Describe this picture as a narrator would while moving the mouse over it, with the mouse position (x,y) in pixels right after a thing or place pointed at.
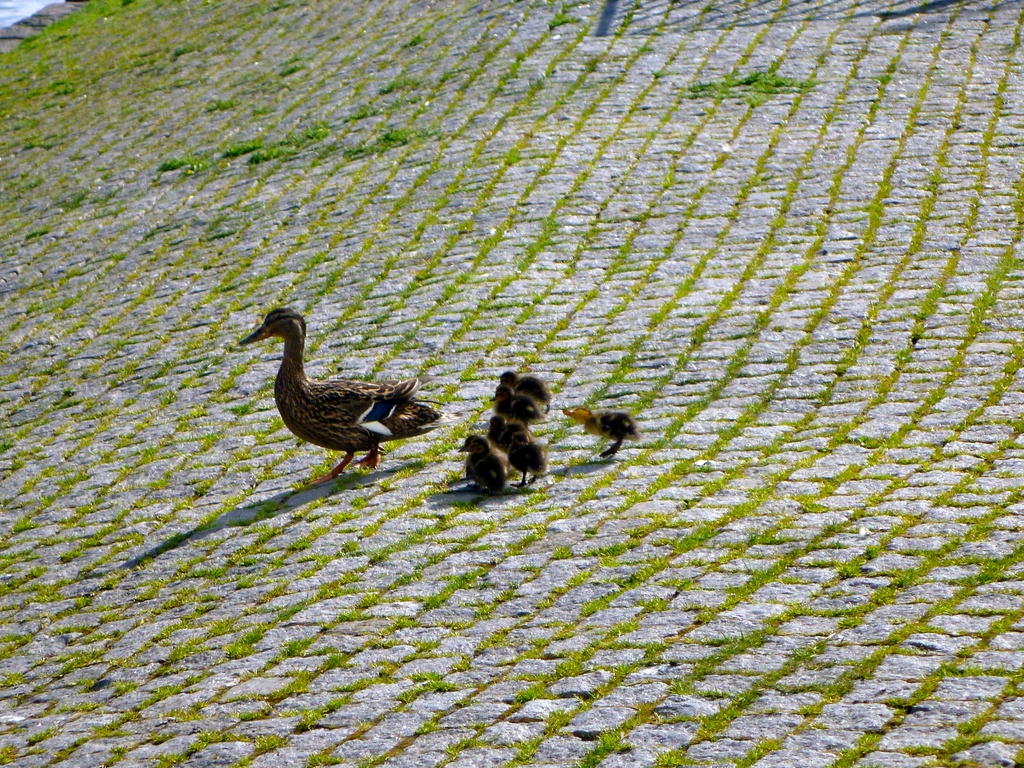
In this image I can see few birds (351,395) and they are in brown color. In the background (598,158) the grass (188,255) is in green color.
